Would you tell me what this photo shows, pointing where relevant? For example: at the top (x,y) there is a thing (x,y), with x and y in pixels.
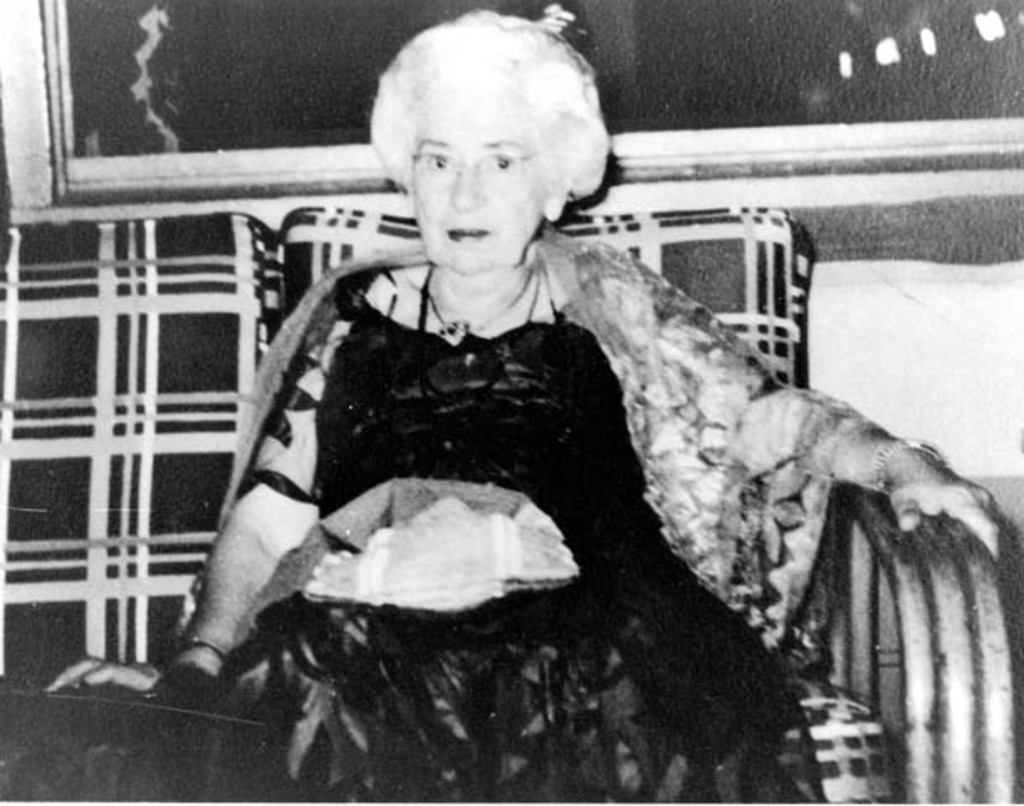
This is a black and white image. In this image we can see a woman (553,469) sitting on the chair (188,345).
